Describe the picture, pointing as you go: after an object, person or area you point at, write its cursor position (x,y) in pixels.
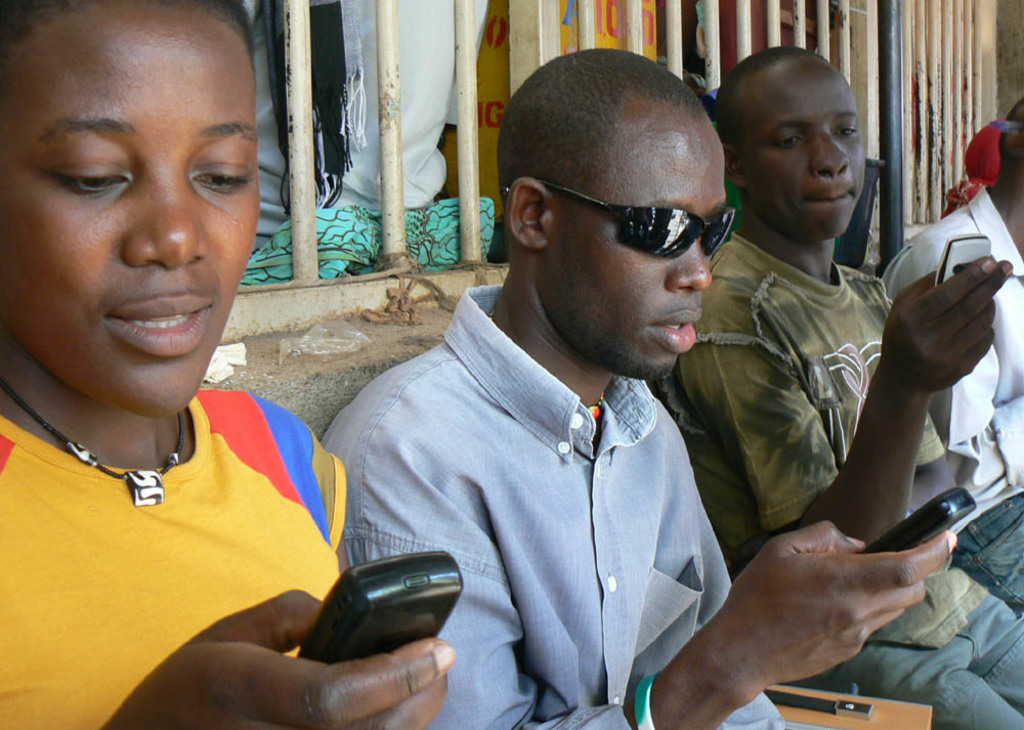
In this picture there is a man (643,674) who is wearing goggle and shirt (587,592). He is sitting on the chair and holding a mobile phone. On the left (124,20) there is another woman (81,318) who is wearing a locket (59,435) and yellow t-shirt (228,539), she is looking on the mobile phone (425,624). On the right (920,503) there are two persons (875,403) sitting near to the window (962,151). At the top (877,49) we can see pillar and pipe (881,34). Through the window (394,46) we can see clothes (364,122).
